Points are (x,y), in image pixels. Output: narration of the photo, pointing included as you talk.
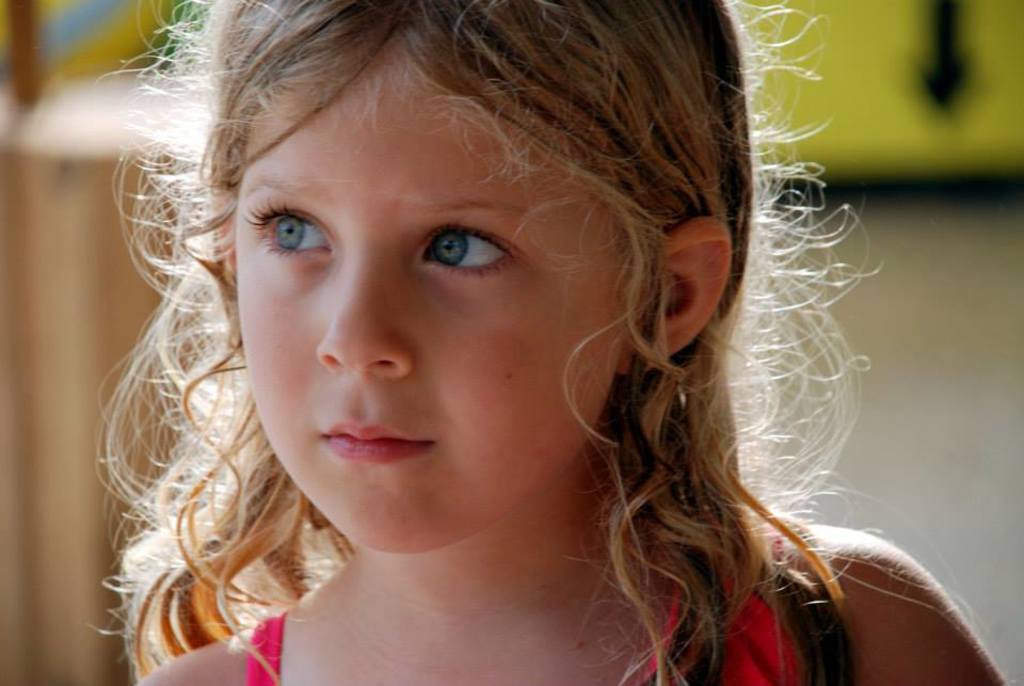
In this image we can see a girl (664,285) with long hair (801,652), wearing a pink dress (747,663).
